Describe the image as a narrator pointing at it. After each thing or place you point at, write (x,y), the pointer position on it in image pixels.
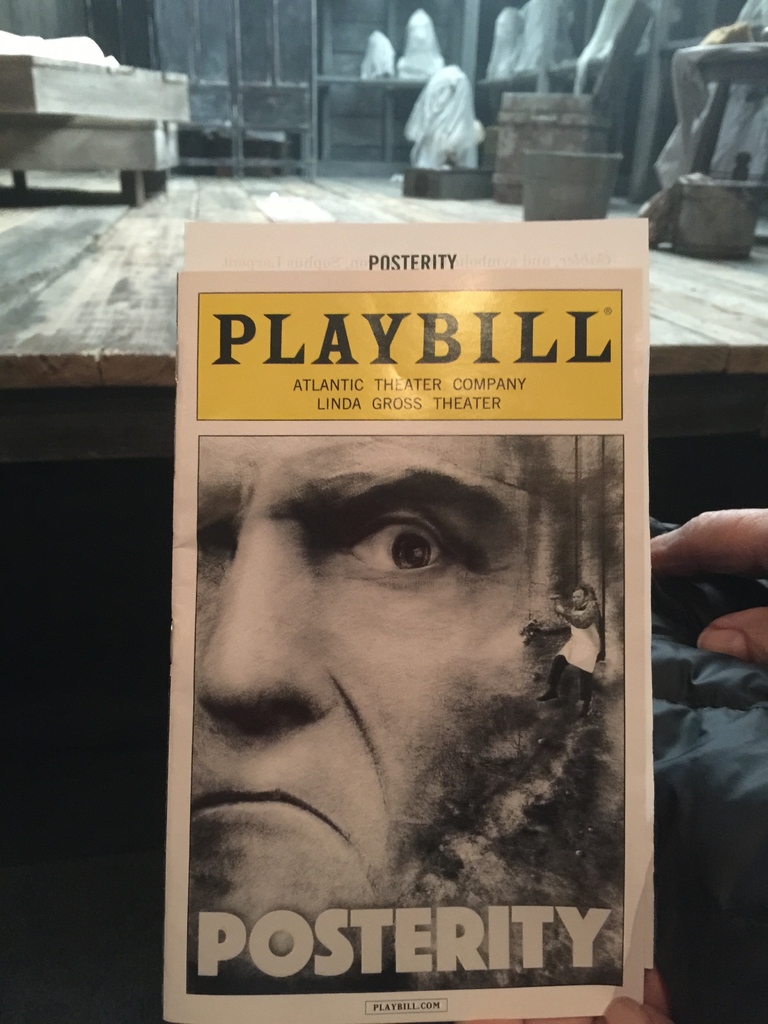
In the image there is a poster (382,790) of a man (360,782) in front of a stage (264,187) and there are few buckets (523,140) on the stage (315,188).
